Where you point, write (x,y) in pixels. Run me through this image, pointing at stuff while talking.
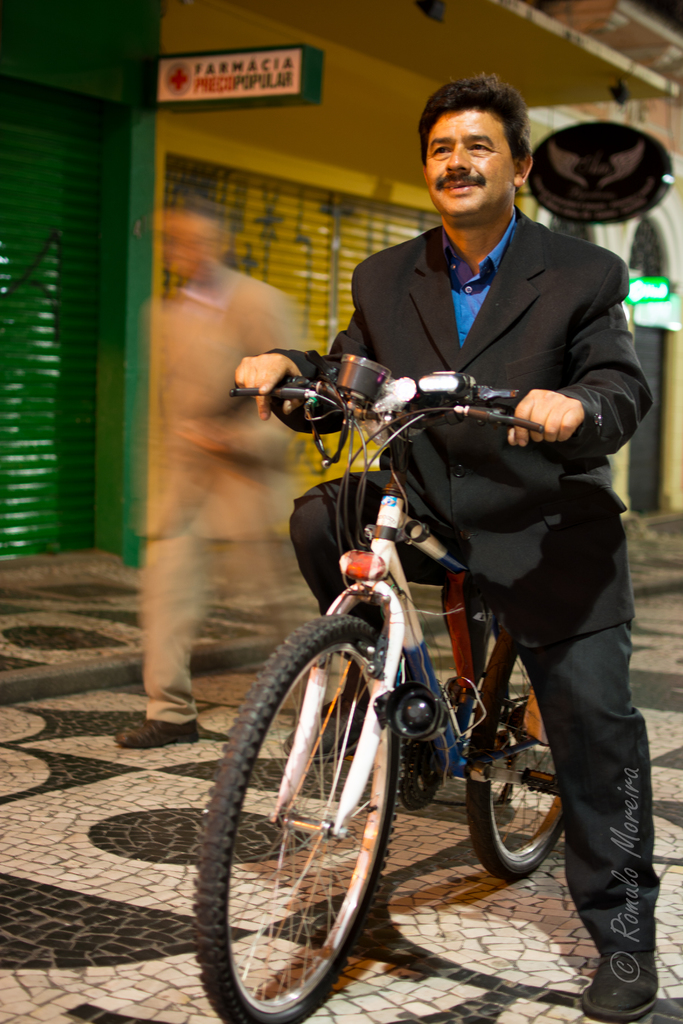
In this image there is a person (423,466) riding a bicycle (457,642). At the back side (311,191) there is a building (317,145).
